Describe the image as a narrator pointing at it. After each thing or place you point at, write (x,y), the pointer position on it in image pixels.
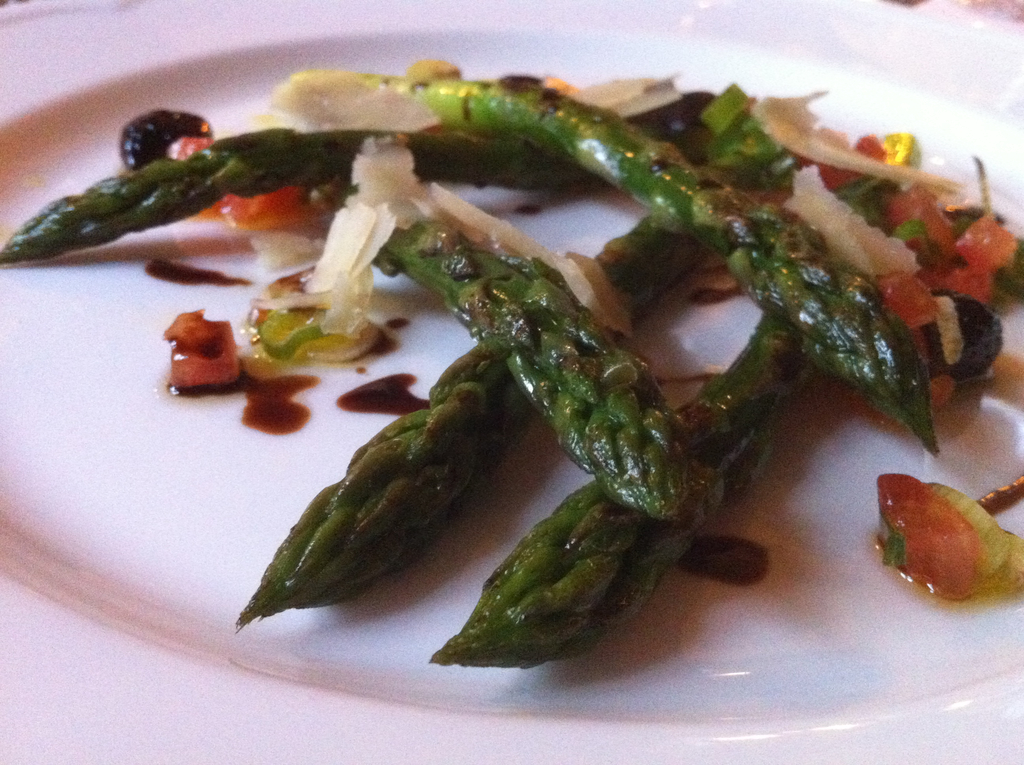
In this image there is a plate (240,467), and in the plate (524,488) there is dish (505,292).
